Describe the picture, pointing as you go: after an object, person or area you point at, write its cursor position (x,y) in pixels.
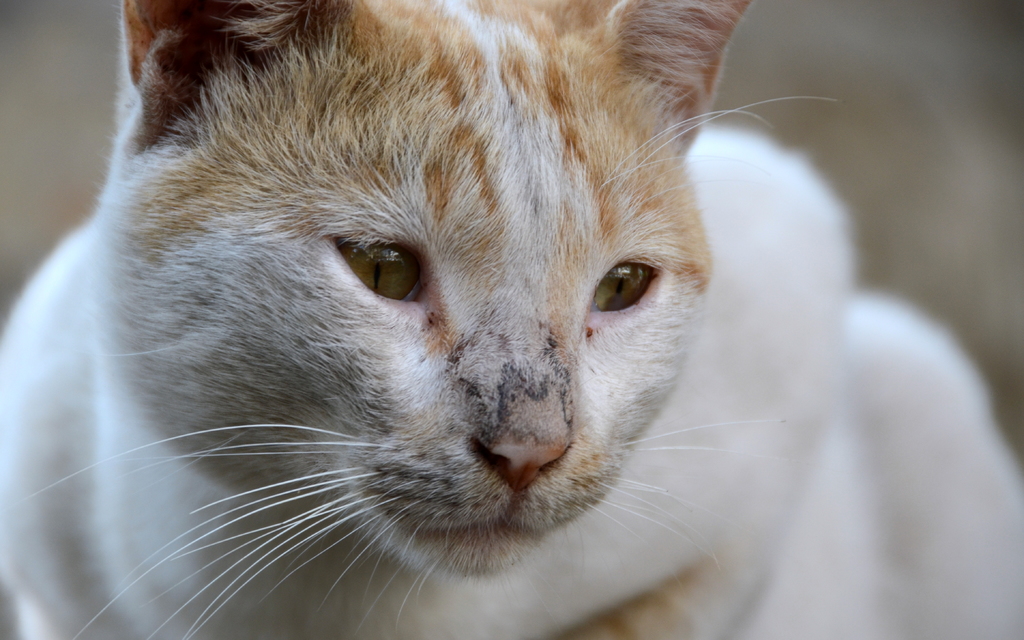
In this picture we can see a cat (210,141) and in the background (775,107) it is blurry.
